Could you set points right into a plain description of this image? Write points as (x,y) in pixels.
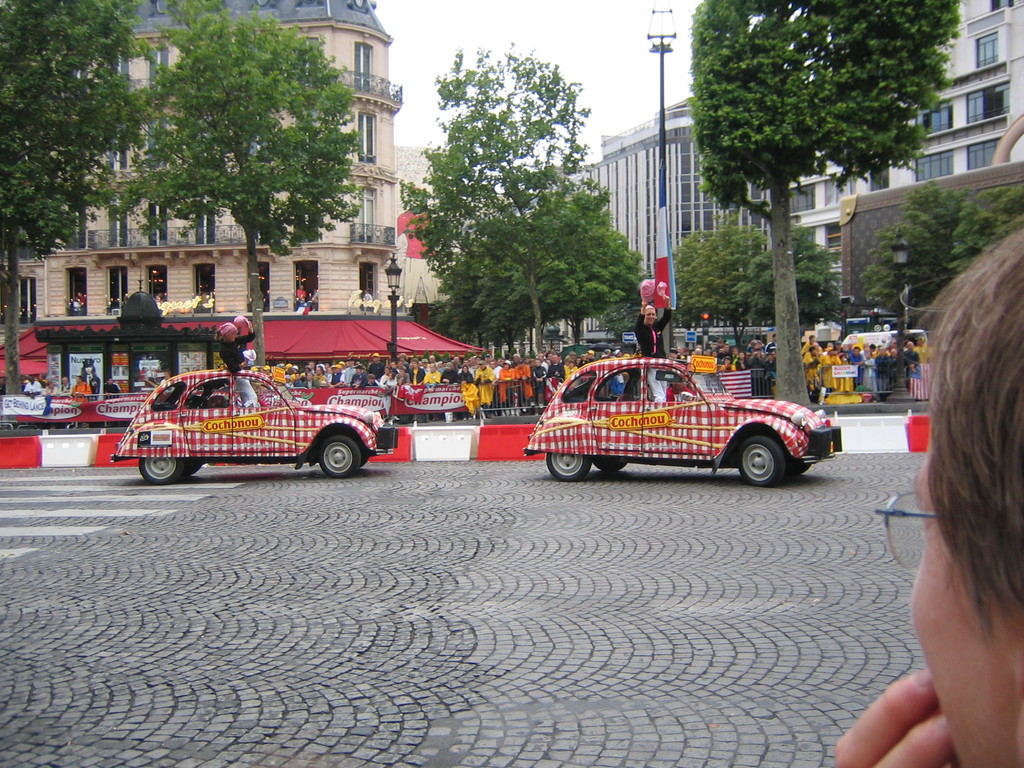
In this image we can see there are two cars (366,409) moving, and there are two persons (251,388) standing in the individual cars (283,418). On the right side of the image (947,574) there is a person (980,601). In the background (179,351) there are few spectators (338,371), buildings (266,343), trees (246,162), poles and a sky (504,42).
